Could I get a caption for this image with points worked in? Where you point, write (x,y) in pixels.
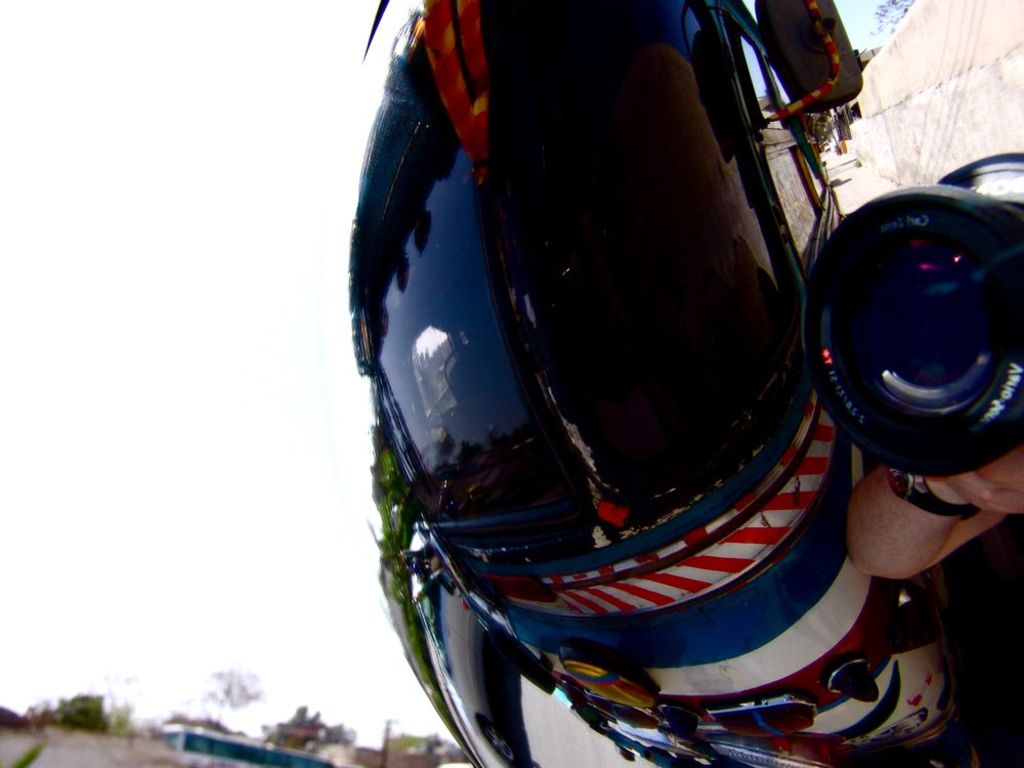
This is an image. I can see a bus (625,701) on the road (548,719). On the right side of the image (890,491), I can see a wall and a person's hand (989,498) holding a camera (952,451). At the bottom of the image (69,717), there are trees (402,745) and a building (415,747). In the background (182,511), there is the sky (251,309).
